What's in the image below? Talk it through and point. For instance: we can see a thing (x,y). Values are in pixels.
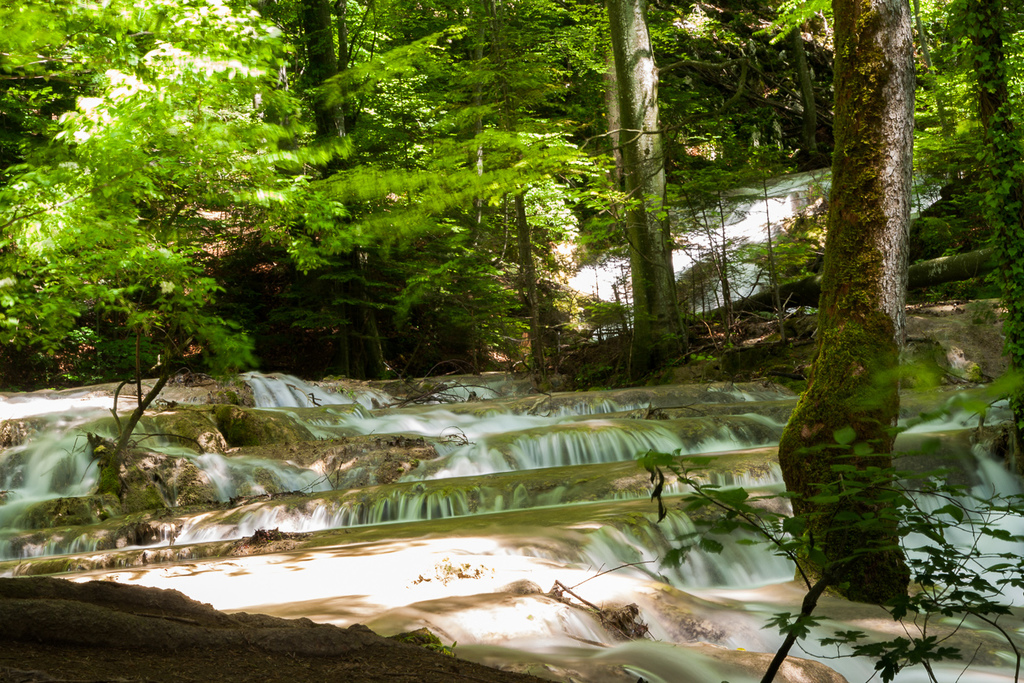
In this picture we can see a few plants (88,243), trees (956,81) and waterfalls (612,538).
